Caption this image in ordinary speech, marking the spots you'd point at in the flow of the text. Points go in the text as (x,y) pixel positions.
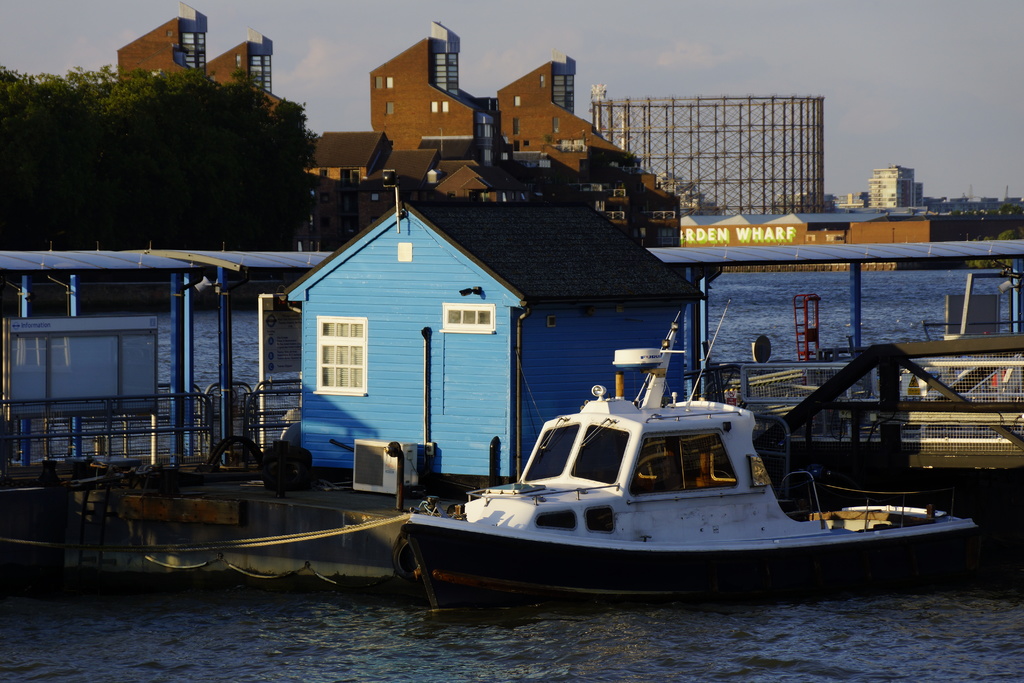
In this picture I can see buildings (449,177) and trees (80,188) and a boat (521,506) in the water (547,637) and a house (403,362) in the water (311,642) and I can see text (720,239) on the wall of a building (806,242) and a cloudy Sky (640,68).
